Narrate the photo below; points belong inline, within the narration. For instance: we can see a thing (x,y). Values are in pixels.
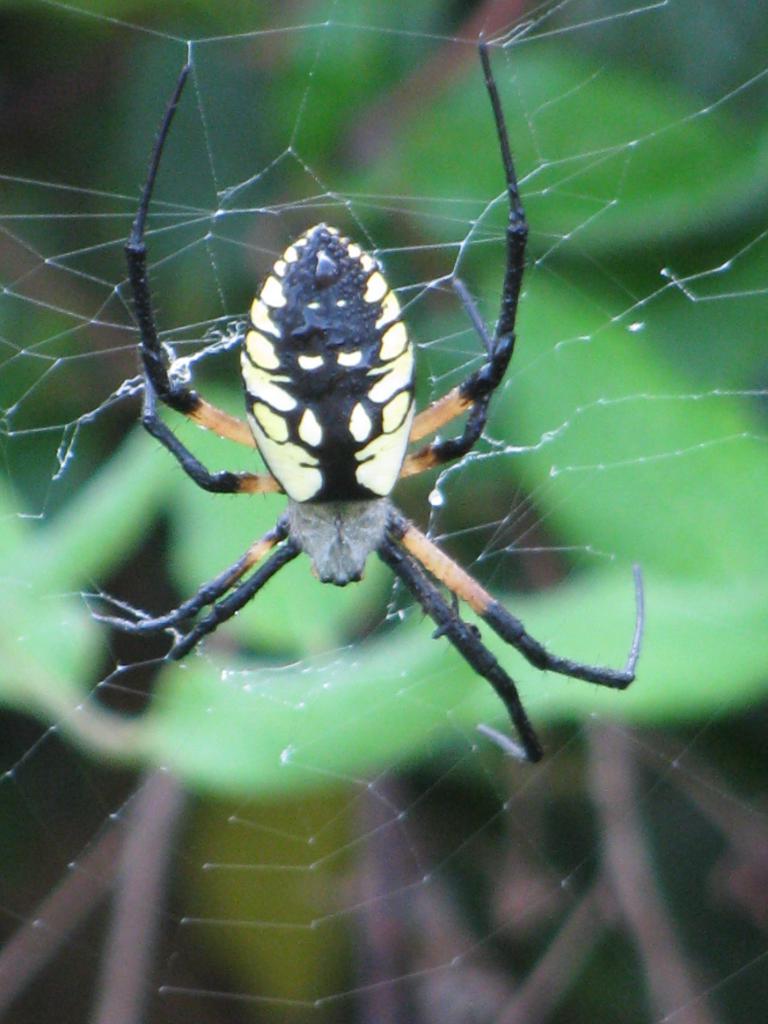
In the image we can see spider (326,434) and spider net (227,865).
